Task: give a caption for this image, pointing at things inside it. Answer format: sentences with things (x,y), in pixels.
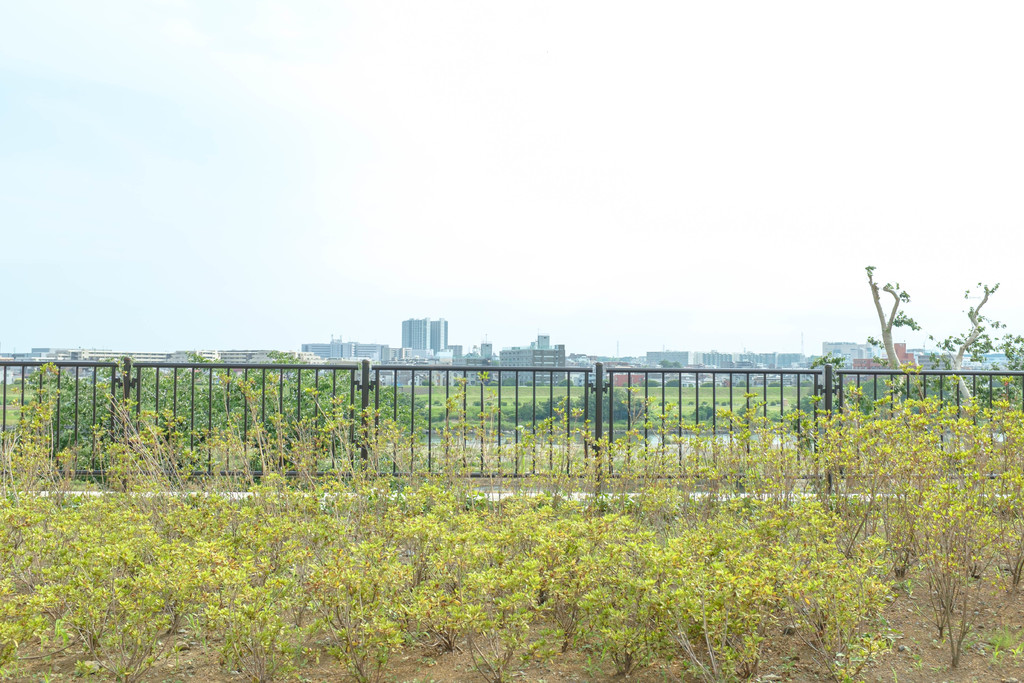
In this image I can see the railing (294,473). To the side of the railing (626,408) I can see many trees (455,494). In the background (204,355) there are many buildings (633,375) and the sky (458,110).
